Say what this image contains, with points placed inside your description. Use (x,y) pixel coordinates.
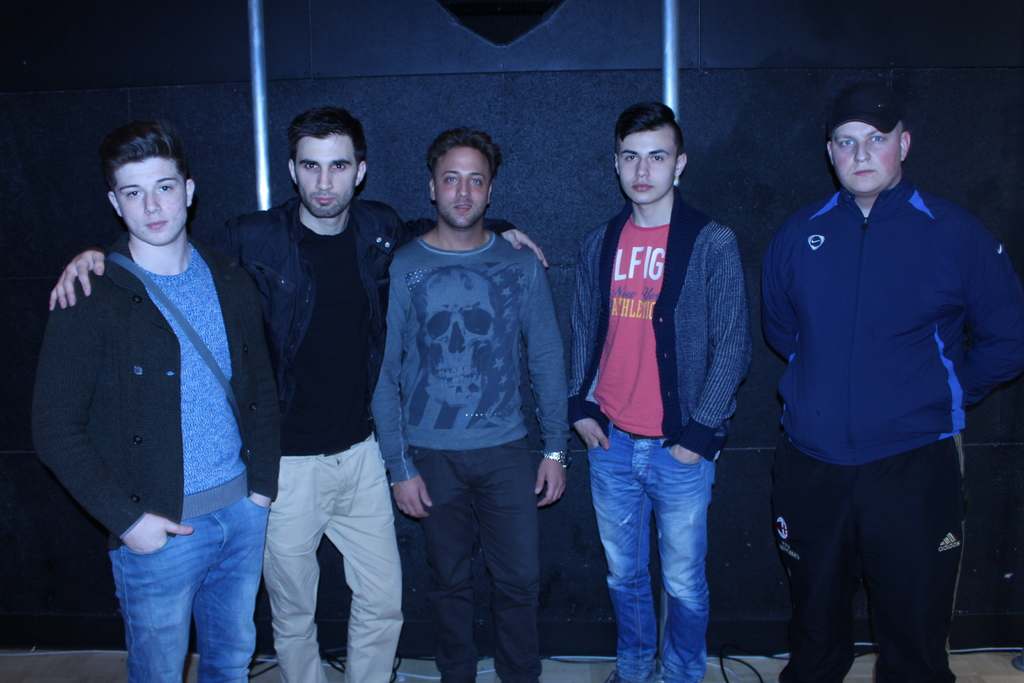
In this picture there are 5 men (824,366) standing and looking at someone.
